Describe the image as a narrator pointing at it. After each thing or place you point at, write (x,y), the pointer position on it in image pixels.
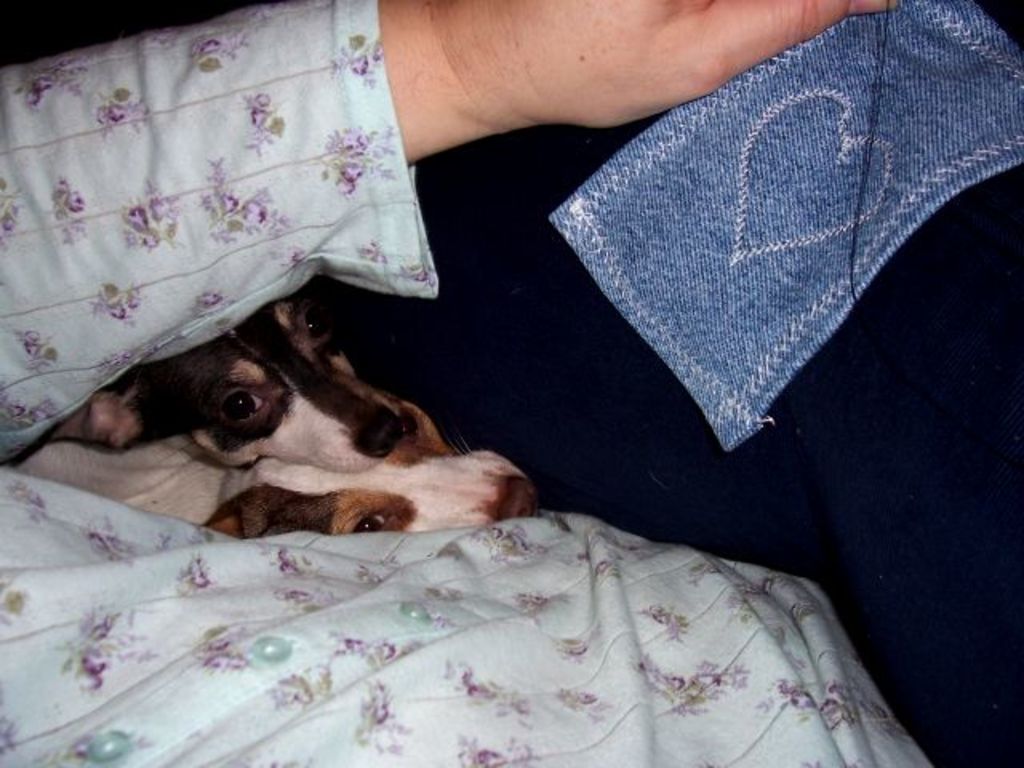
In this image, we can see a person (164,207) sitting and holding a cloth (688,268), we can see some puppies (216,519).
